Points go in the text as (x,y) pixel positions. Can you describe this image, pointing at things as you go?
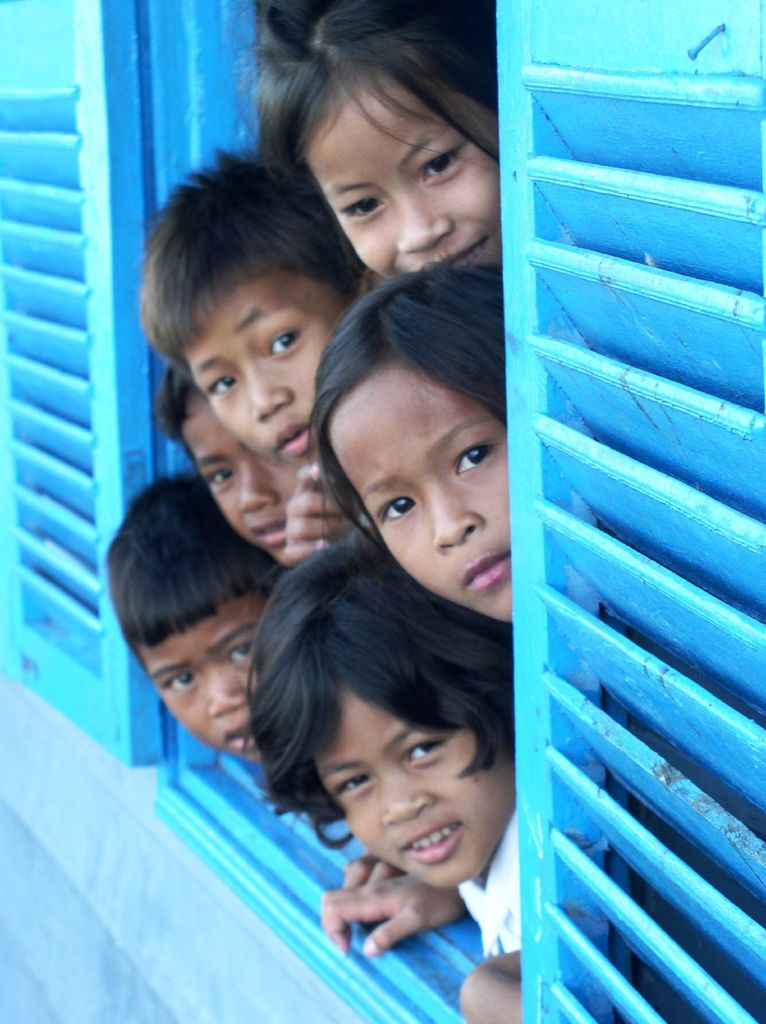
In this image we can see window (9,188). Also there are children (296,581).
